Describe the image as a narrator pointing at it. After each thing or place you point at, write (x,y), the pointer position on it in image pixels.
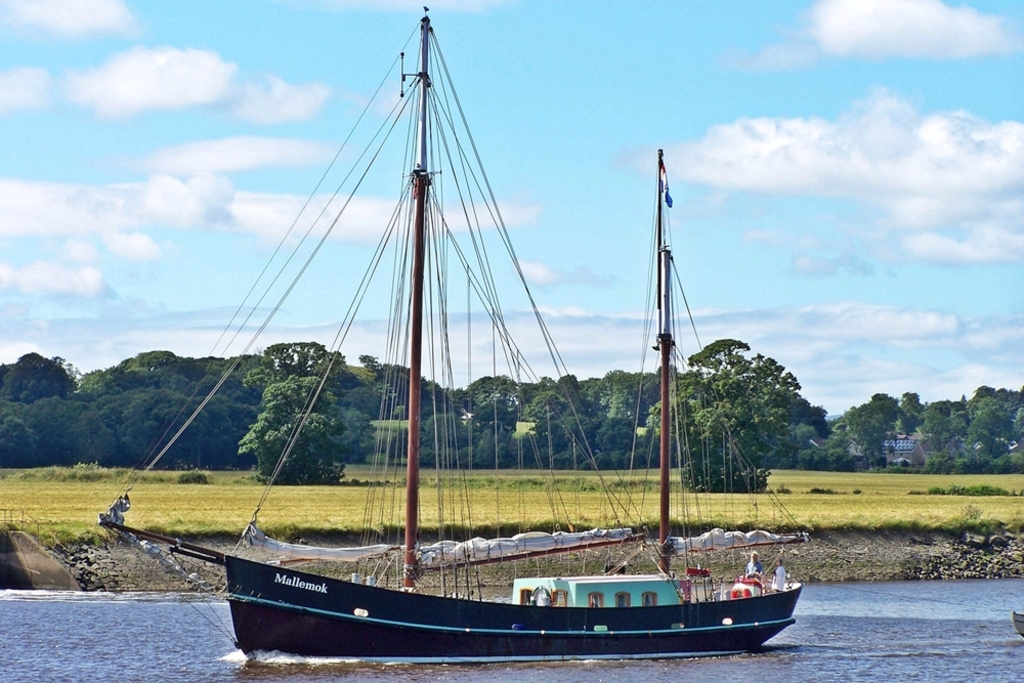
There is a boat (261,629) on the water (869,594). In the background (271,494), there are trees (505,426) and grass (163,486) on the ground (925,481) and there are clouds (73,89) in the blue sky (436,21).
